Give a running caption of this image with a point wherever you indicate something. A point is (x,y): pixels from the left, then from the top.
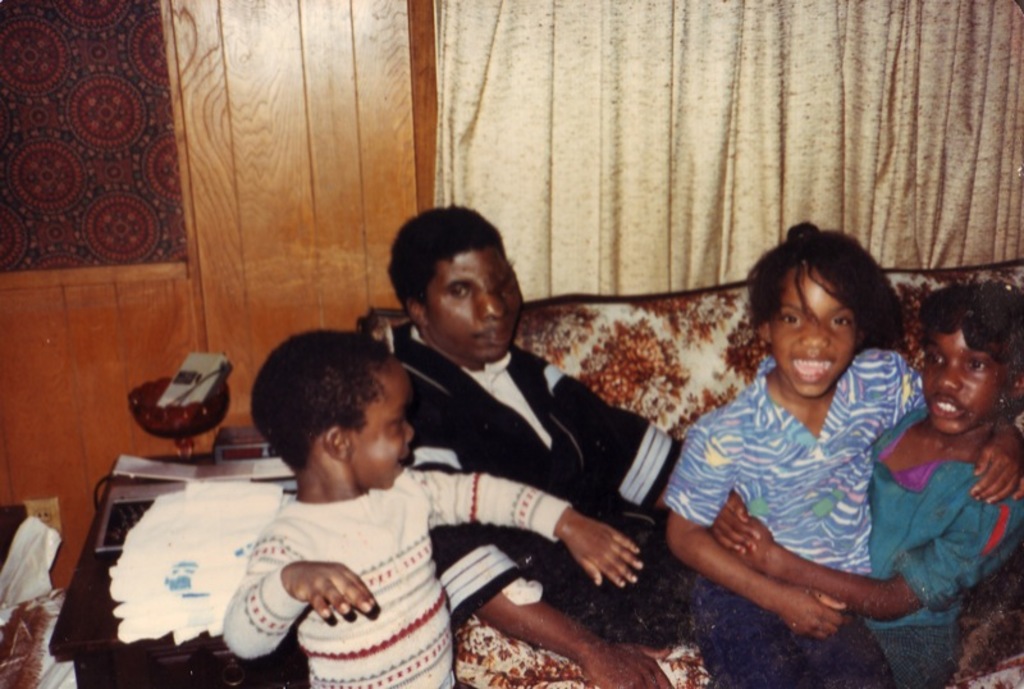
In this image I can see a man (557,489) and kids (878,523) are sitting on sofa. This kid (343,566) is standing. In the background (653,89) I can see curtains (696,146). Here I can see a table (105,557) on which there are some objects (166,537) on it.
